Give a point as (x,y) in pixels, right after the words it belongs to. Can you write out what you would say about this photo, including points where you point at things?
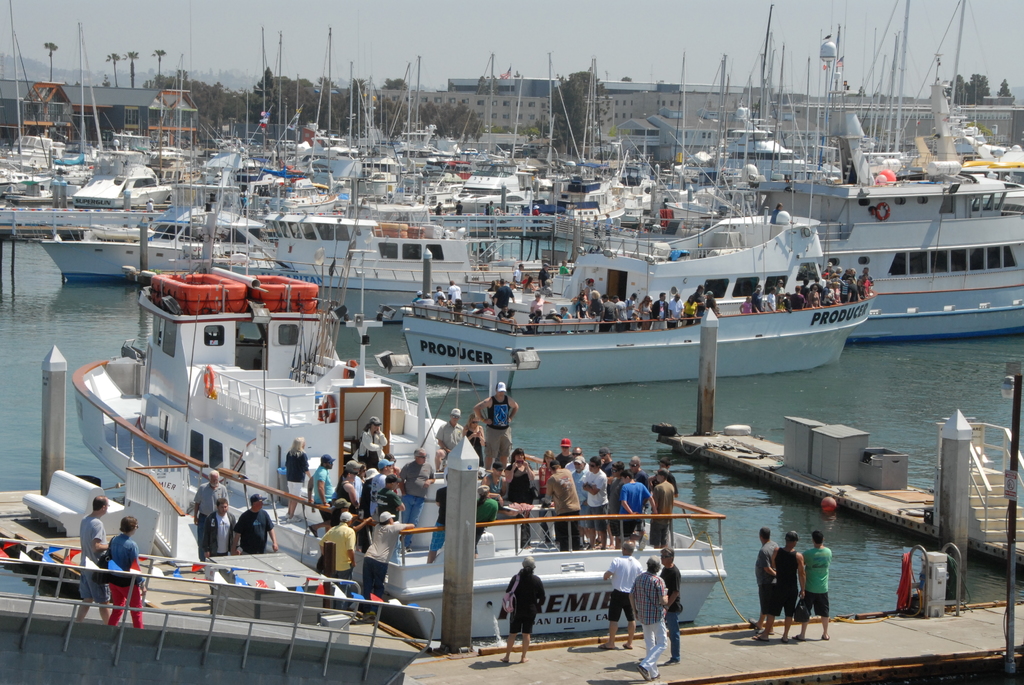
As we can see in the image there are boats (248,378), few people (94,530) here and there, water (34,347), trees (290,107) and buildings (607,108). On the top (478,66) there is sky (374,32).
